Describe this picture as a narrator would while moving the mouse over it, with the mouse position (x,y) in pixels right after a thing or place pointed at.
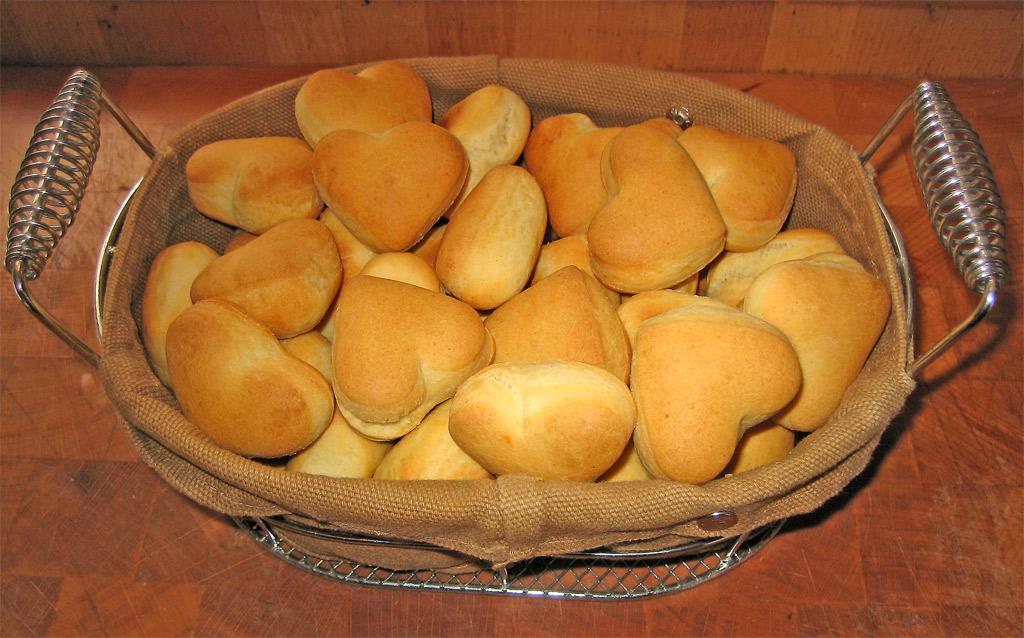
This image is taken indoors. At the bottom of the image (52,525) there is a table (141,116) with a basket (60,163) and napkin (194,238) on it. In the basket (375,580) there are many bread rolls (513,221).
